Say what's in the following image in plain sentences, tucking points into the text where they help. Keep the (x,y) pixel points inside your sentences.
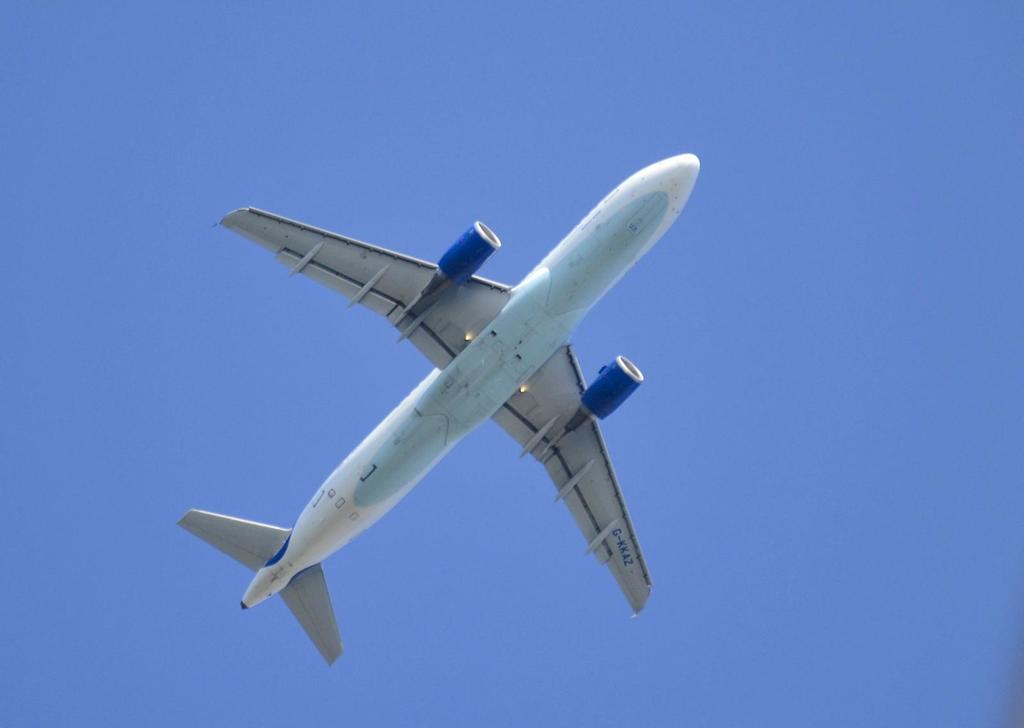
In this image I can see the aircraft (412,403) flying in the air (298,386). It is in white and blue color. Background (968,355) is in blue color.
